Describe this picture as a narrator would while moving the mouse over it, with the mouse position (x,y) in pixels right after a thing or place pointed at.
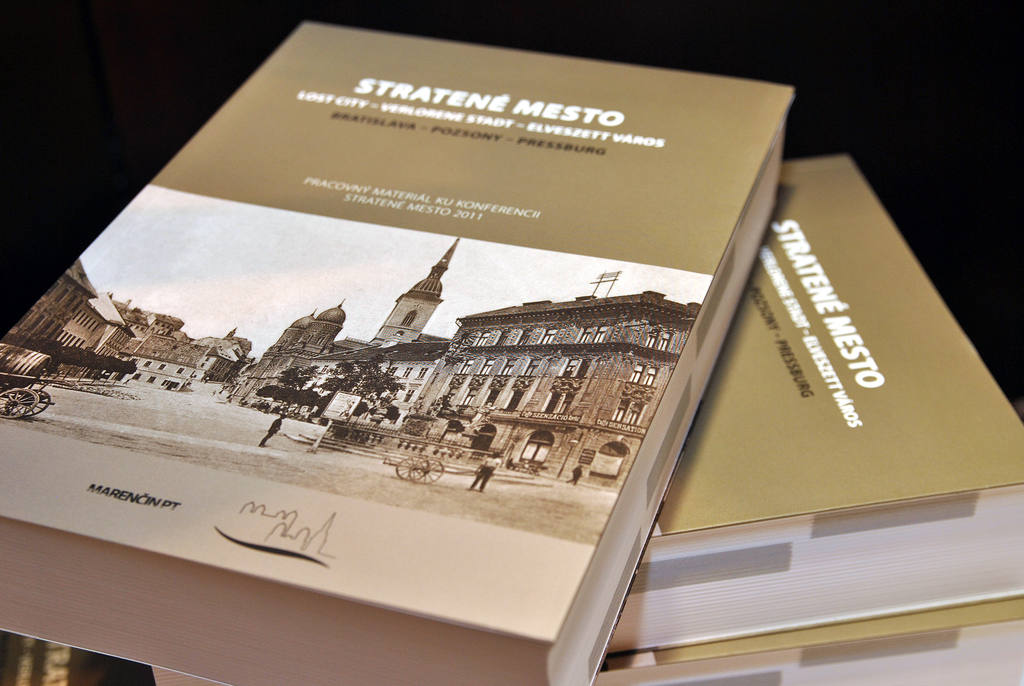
This image consists of books (631,553). They are in brown color. The background (829,46) is in black color.
